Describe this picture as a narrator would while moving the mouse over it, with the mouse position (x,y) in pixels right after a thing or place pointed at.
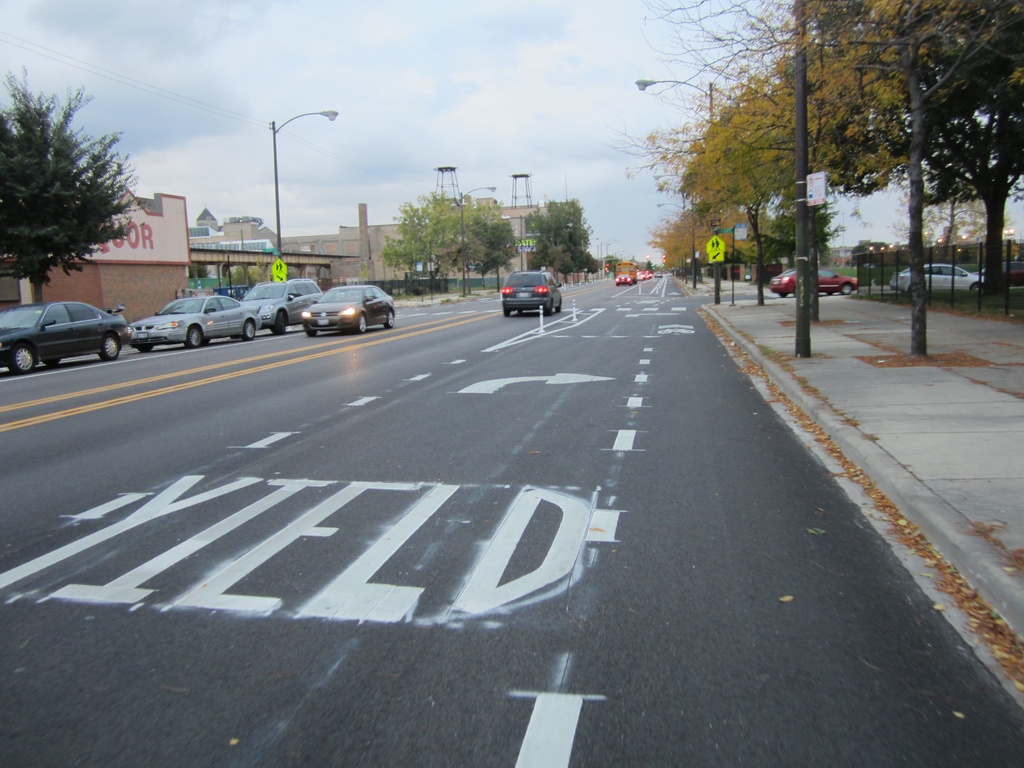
In this image we can see a road (535,413) with direction sign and some text (314,534) written on it. On the left side of the road (179,357) we can see some cars (226,315) parked and on the right side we can see the cars (519,279) moving. We can see a footpath (868,417) and trees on the right side of the image (915,412), to the left (175,279) we can see a wall (166,228) some text (135,227) written on it, there is a pole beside the wall (173,267).
